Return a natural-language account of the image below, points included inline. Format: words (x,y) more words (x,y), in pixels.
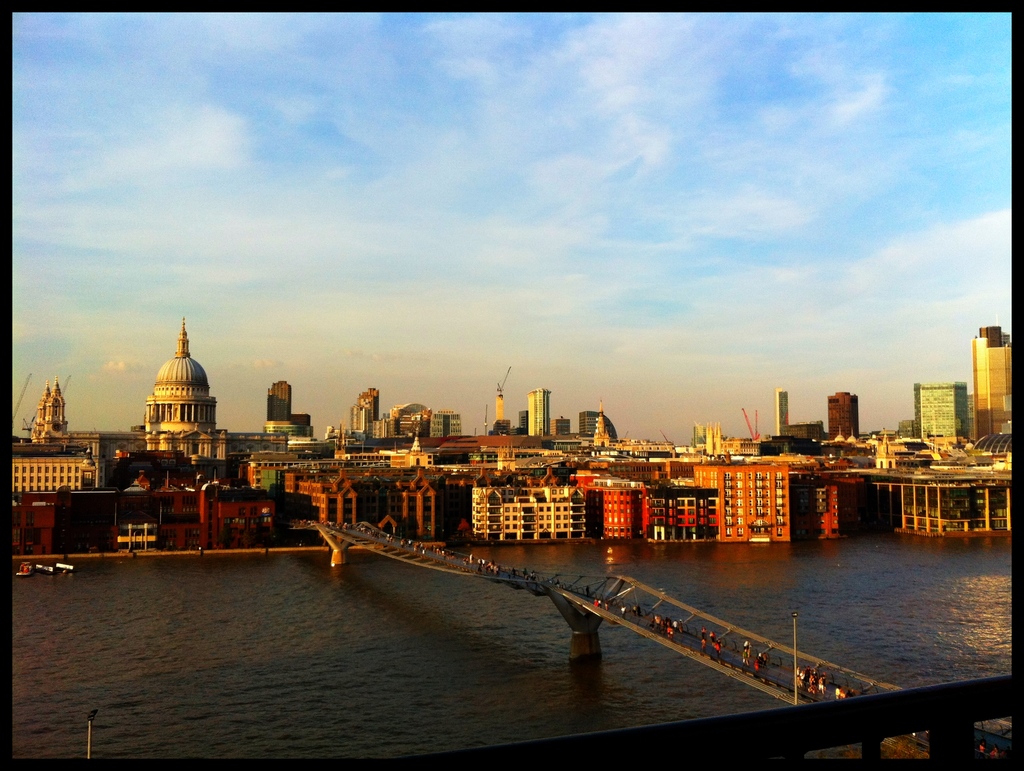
In this image I can see the lake (707,669) in the middle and I can see a bridge (871,689) and I can see persons (815,681) on the bridge (379,550) and In the middle (599,422) I can see buildings (388,457) and towers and I can see boats (38,564) visible on the lake (56,562) on the left side (48,574) at the top (304,256) I can see the sky (867,339) and at the bottom (988,693) I can see fence (813,720).
